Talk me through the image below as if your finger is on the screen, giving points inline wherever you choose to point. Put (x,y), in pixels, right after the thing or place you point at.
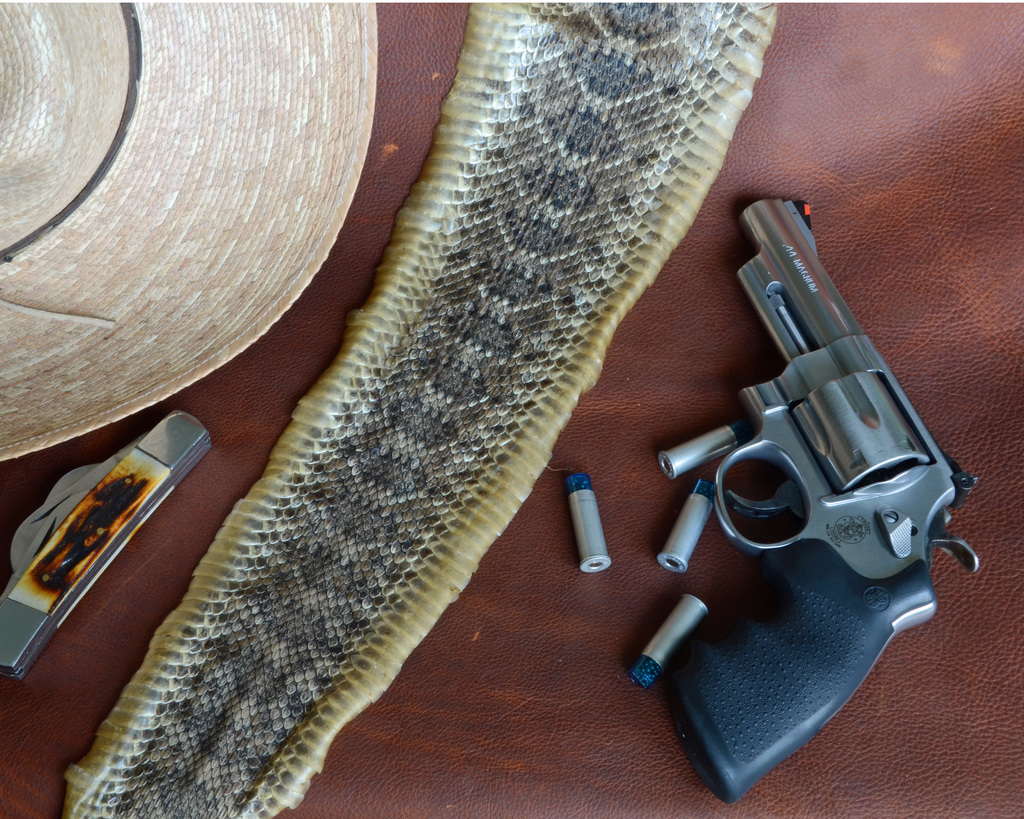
In this image there is a gun (841,509) towards the right of the image (806,341), there are bullets (681,531), there is a hat (150,193) towards the left of the image (143,213), there is an object (554,100) towards the right of the image (718,54), there is an object (66,584) towards the left of the image (44,550), at the background of the image (49,471) there is an object (362,306), the background of the image (602,624) is brown in color.
